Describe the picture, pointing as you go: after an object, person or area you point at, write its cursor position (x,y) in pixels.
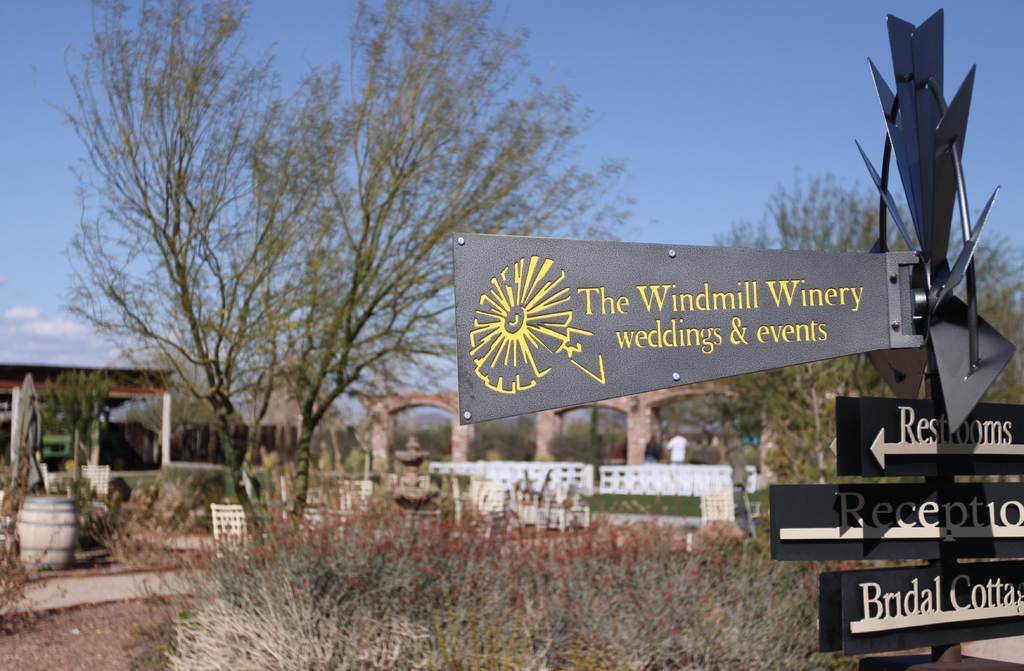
In the foreground of the picture (662,326) we can see plants (297,603), tree (309,437), sign boards (831,490), pavement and other objects (931,231). In the middle of the picture (648,439) we can see benches (577,479), people (676,438), grass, barrel (42,508), construction (373,437), trees (477,433) and various other objects (22,452). At the top (773,36) there is sky (767,119).
